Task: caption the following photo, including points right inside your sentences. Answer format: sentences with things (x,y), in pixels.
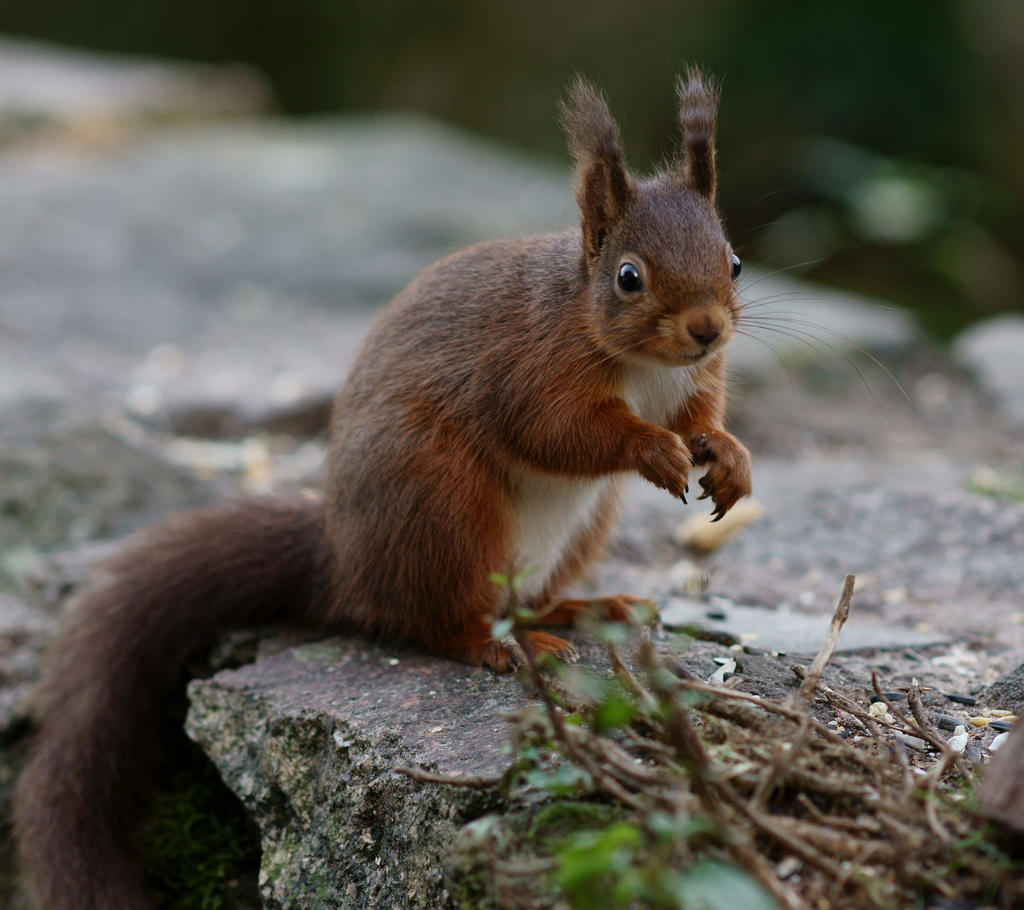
In this image, we can see an animal (78,729) sitting on the rocks (196,721) and at the bottom (809,904) we can see some plants (711,703).
